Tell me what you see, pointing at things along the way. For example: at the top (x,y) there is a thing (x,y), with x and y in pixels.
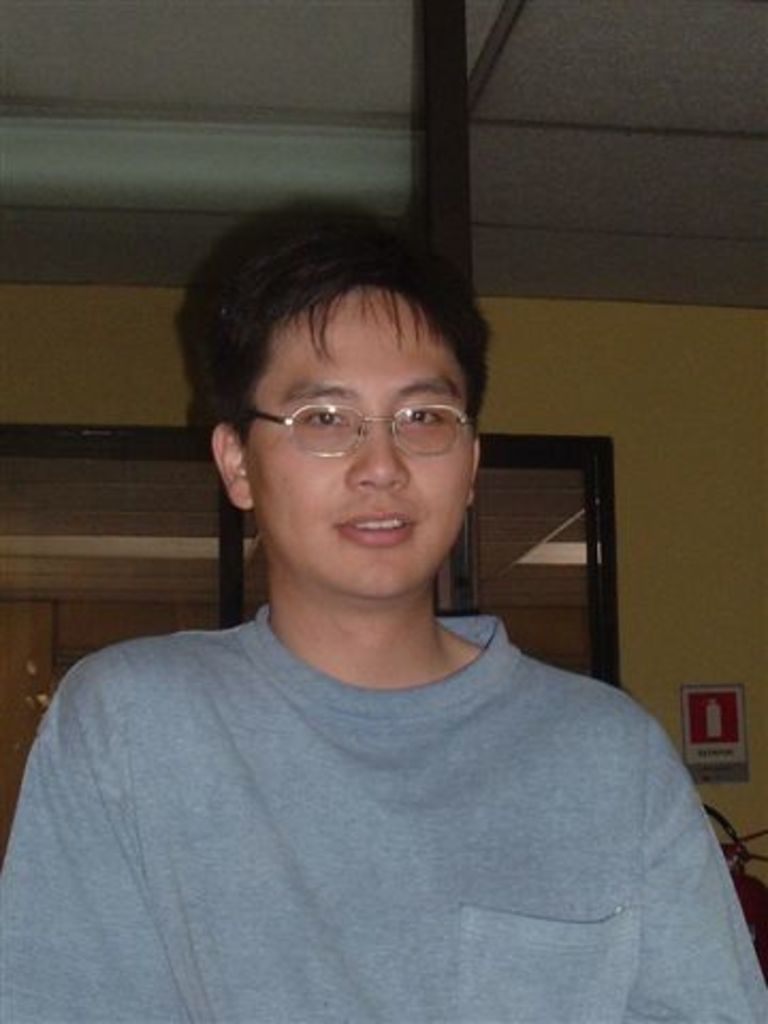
In this image in the foreground (659,1005) there is a man (659,1005) and he is wearing glasses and having black hair (214,372).
